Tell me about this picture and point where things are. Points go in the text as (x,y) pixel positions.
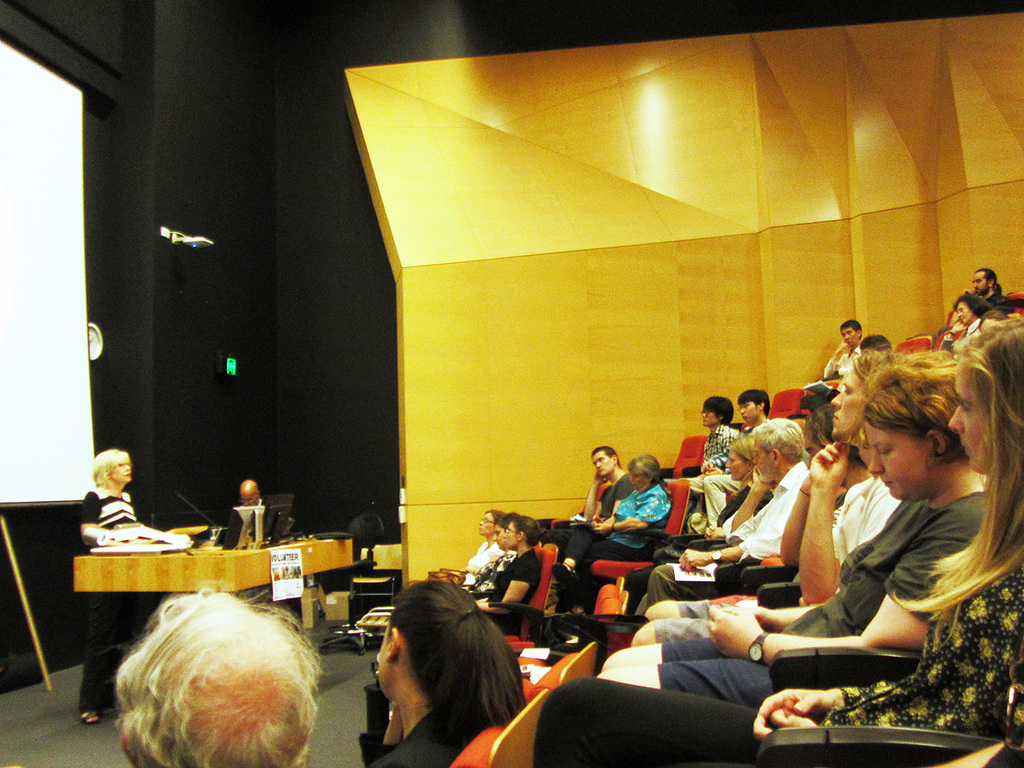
On the right side (769,451) there are many people (725,624) sitting on chairs (745,576). In the back (738,259) there is a wall (439,234). On the left side (44,222) there is a screen (23,337) and a lady (86,504) is standing. In front of her there is a platform (204,569). On that there are computers (238,533), mic (213,528) and many other items (207,533). In the back (207,290) there is a black color wall (219,241). On that there are some items (97,344).
